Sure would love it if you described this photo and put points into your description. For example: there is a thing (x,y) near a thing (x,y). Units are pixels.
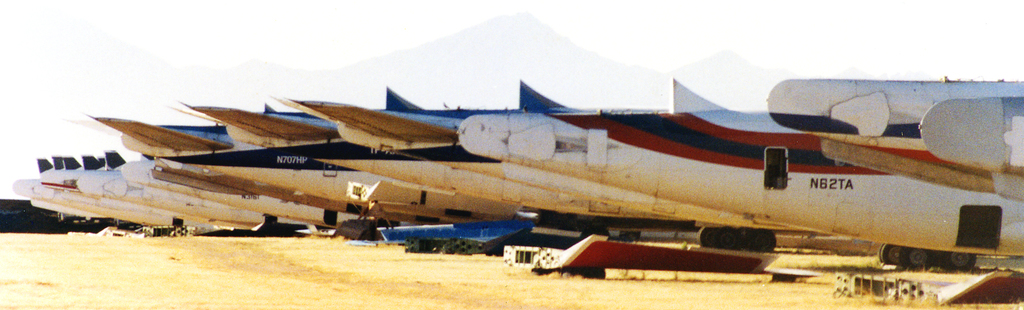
In the picture we can see a path (305,257) to it, we can see a number of planes (230,214) which are parked, some planes (74,203) are white and red in color and some are blue and white in color and behind it we can see some hills (468,65) and sky (536,2).
